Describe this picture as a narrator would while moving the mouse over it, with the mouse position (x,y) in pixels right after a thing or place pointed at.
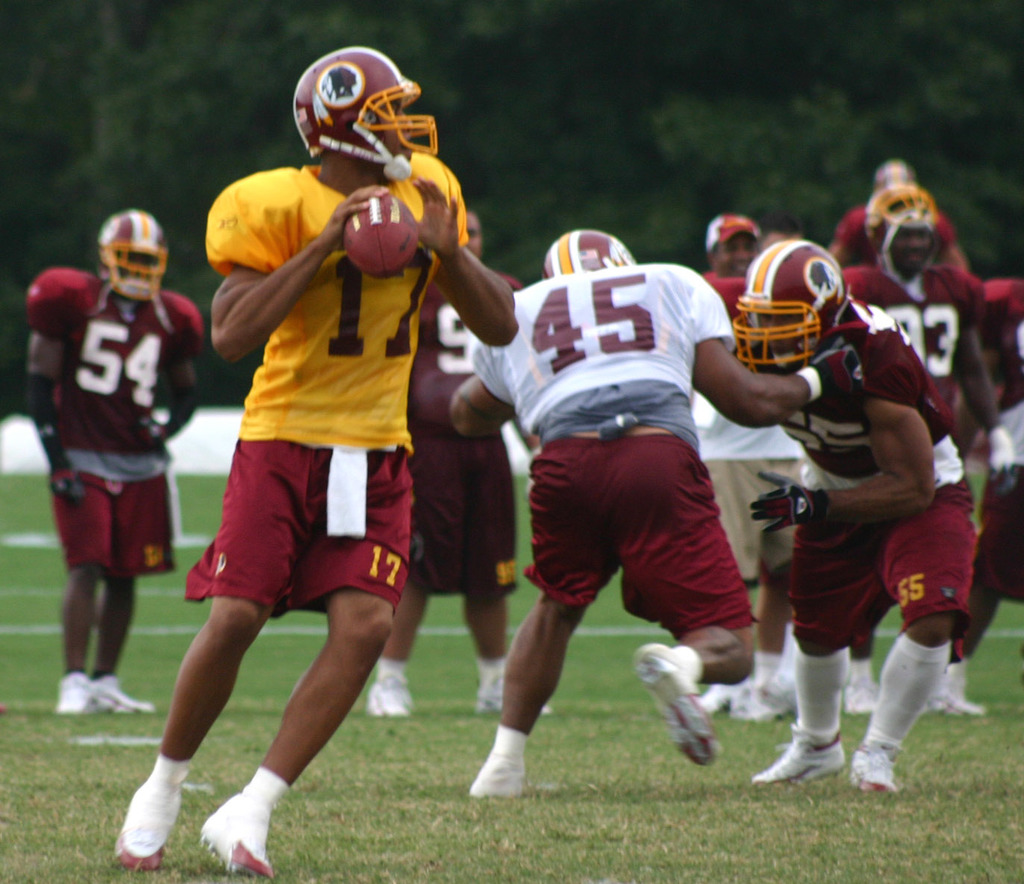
This image consists of many persons (494,571) wearing jerseys (587,350) and helmets (104,232) along with white shoes (109,682) are playing american football. At the bottom (412,801), there is green grass (456,767). In the background (61,21), there are trees (10,21).
